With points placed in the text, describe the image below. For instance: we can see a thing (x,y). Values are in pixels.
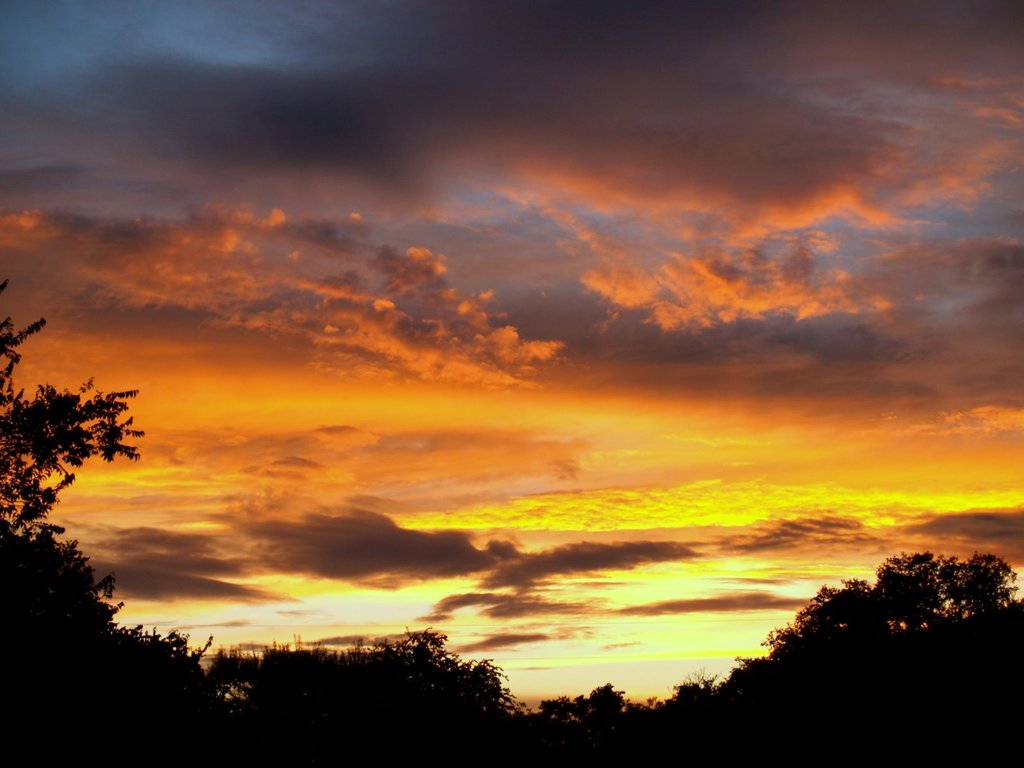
In the image we can see trees (260,697) and cloudy pale orange sky (566,392).
